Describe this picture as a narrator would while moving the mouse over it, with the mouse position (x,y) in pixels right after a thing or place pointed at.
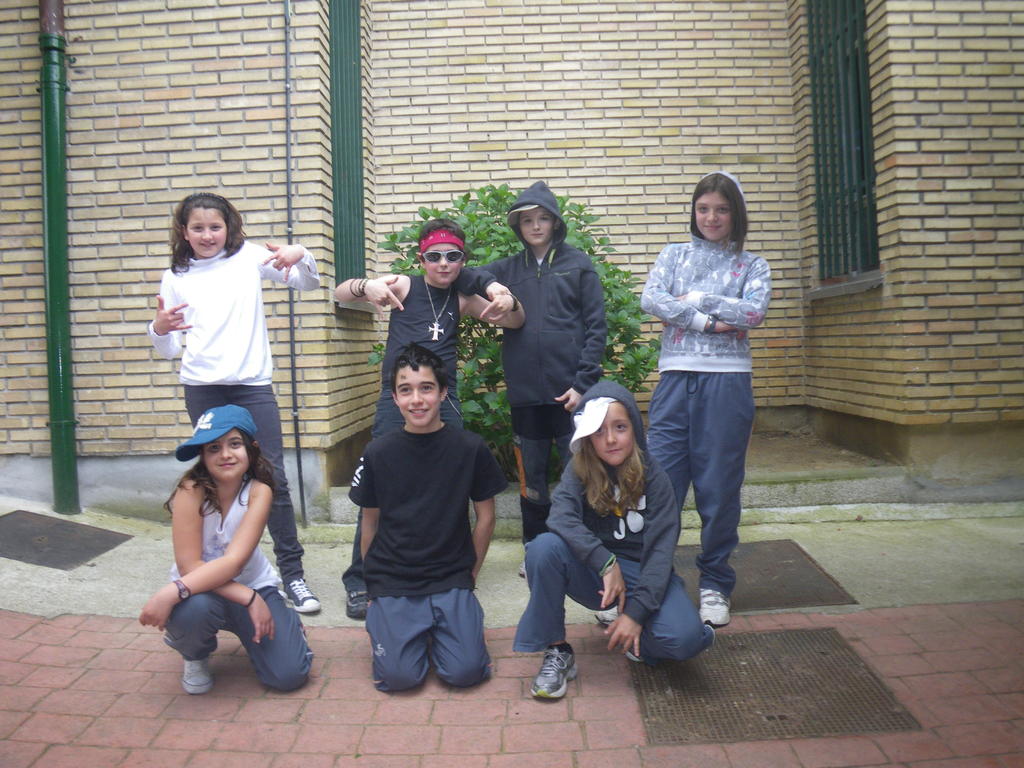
In this image we can see people (233,442) standing and some of them are sitting. In the background (400,168) there is a building (497,166) and we can see a plant (467,370). On the left (54,451) there is a pipe (58,158) and there are grilles (343,105).
